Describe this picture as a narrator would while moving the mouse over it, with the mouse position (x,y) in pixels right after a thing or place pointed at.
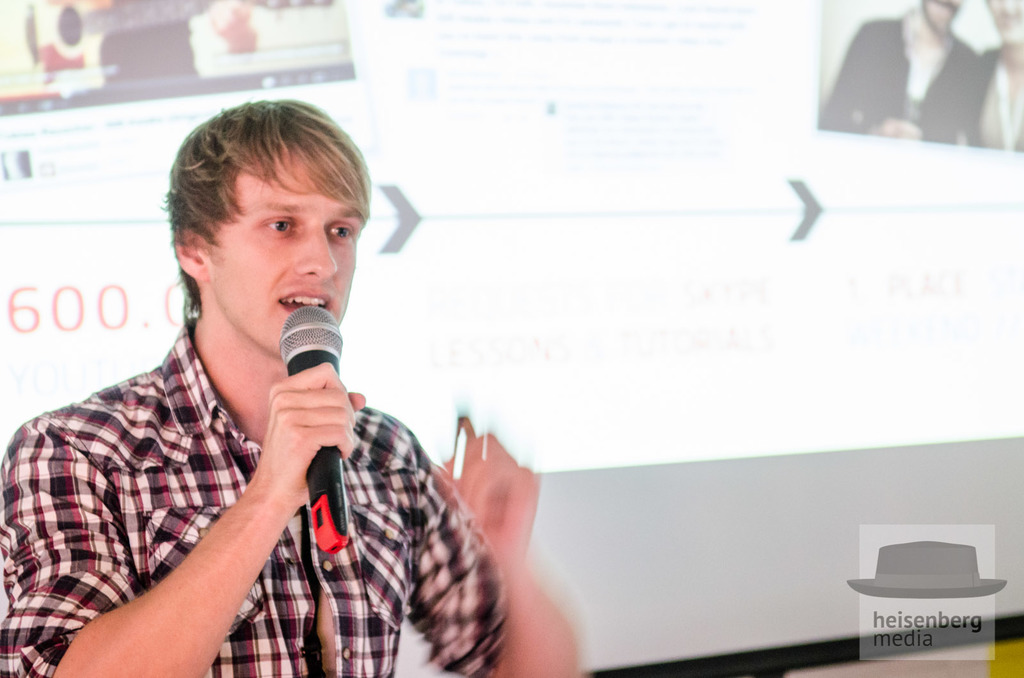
In this picture we can see a man (143,461) holding a mic (337,331) with his hand (298,414) and talking and in the background (588,194) we can see a screen (535,194).
